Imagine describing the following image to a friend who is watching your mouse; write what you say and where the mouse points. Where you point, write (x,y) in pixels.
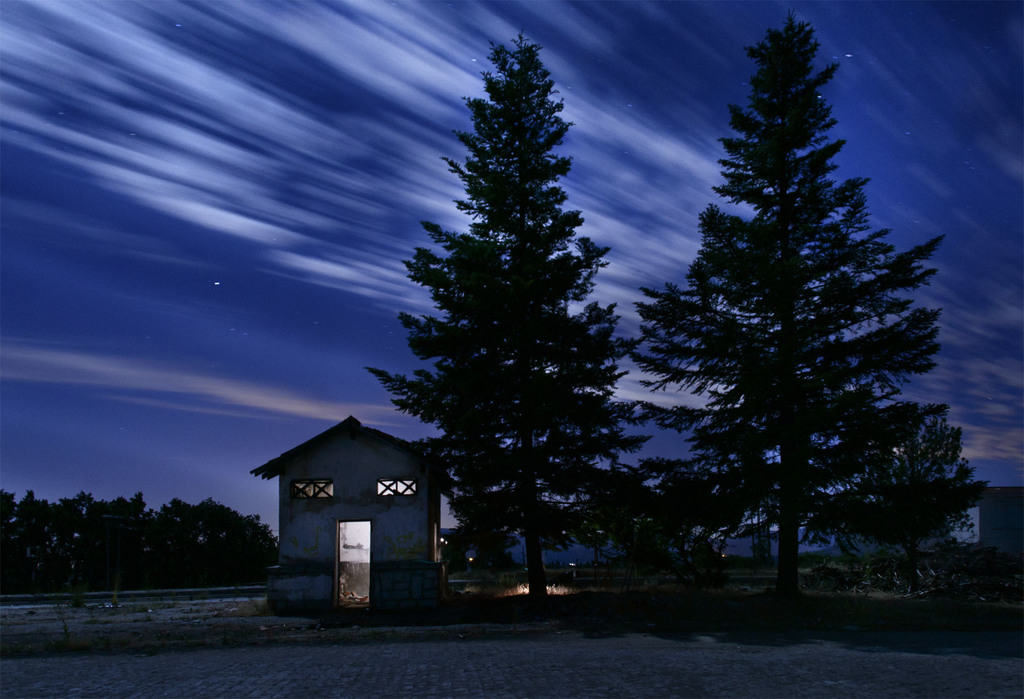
This is an image clicked in the dark. In the middle of the image (508,437) there are many trees (615,463) and houses (336,536). At the top of the image (246,153) I can see the sky (220,226).
